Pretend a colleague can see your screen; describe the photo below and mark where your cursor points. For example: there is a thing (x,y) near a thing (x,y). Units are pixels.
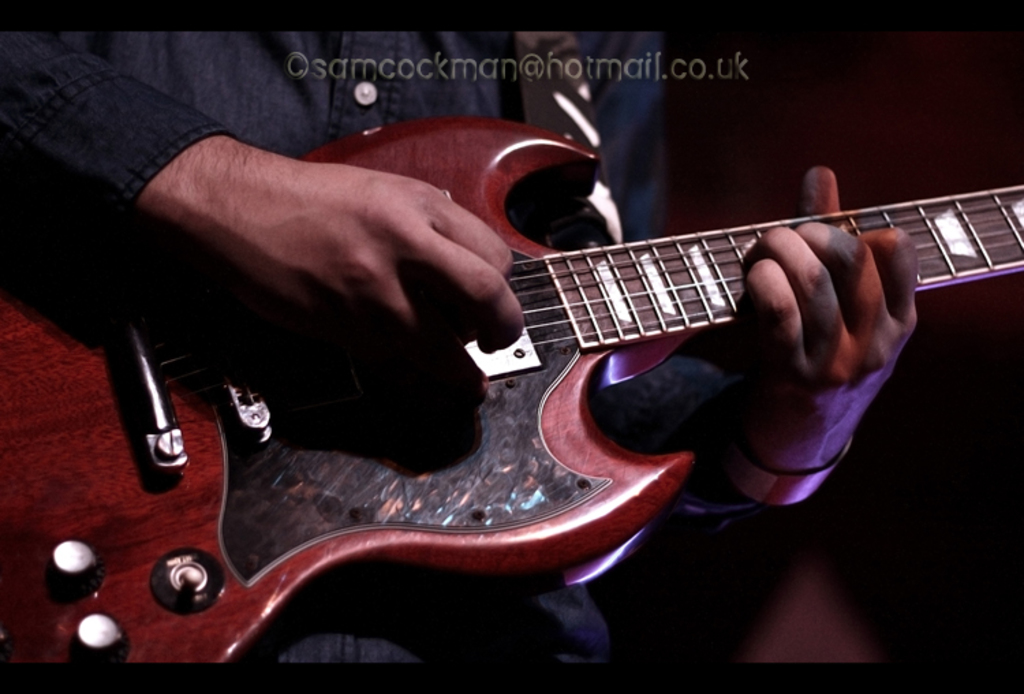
In this image I can see a person (395,233) playing the guitar (603,315).
